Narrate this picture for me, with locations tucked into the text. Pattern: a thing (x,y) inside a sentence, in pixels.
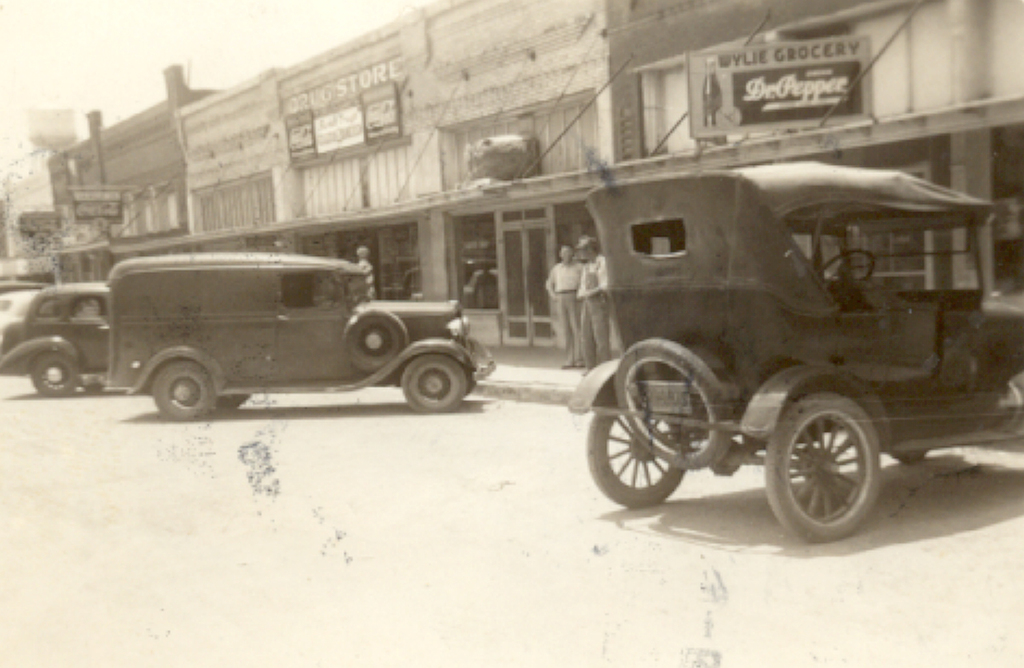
This is a black and white picture. Here we can see vehicles (644,500), buildings (438,240), boards (111,207), and two persons (561,289). In the background (65,69) there is sky (287,31).
